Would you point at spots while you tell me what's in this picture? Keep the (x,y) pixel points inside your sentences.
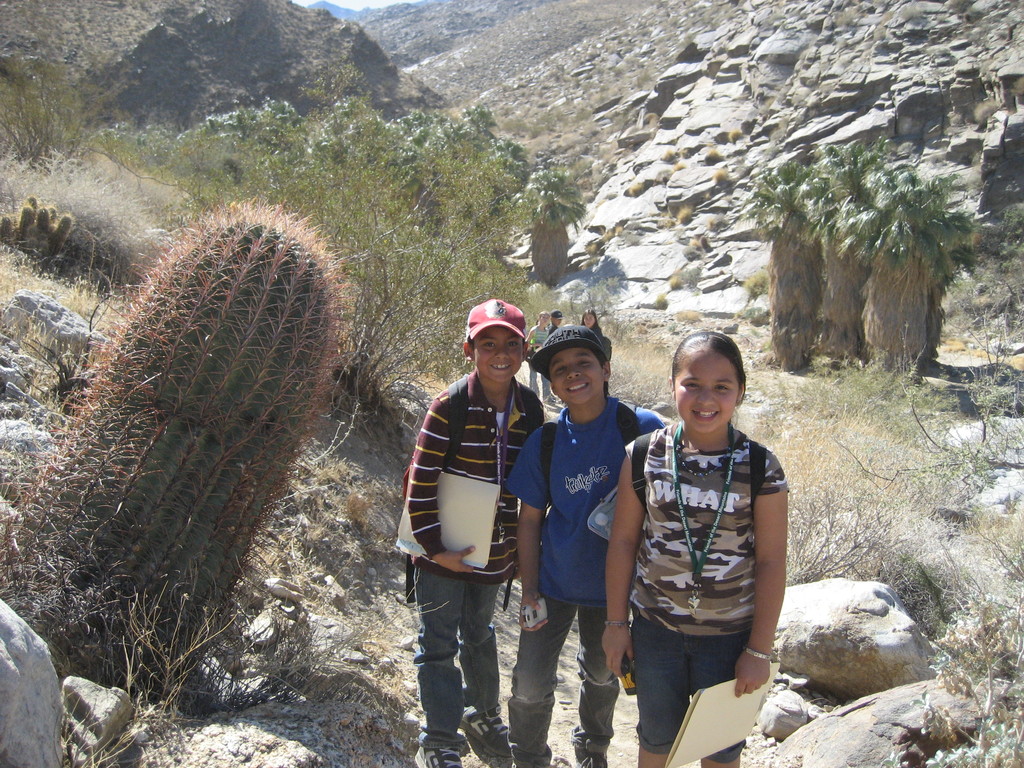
This picture describes about group of people (594,447), few are smiling and few people (474,330) wore caps (520,316), beside to them we can see few trees (448,178) and rocks (810,636), in the background (568,48) we can find hills (583,59).
